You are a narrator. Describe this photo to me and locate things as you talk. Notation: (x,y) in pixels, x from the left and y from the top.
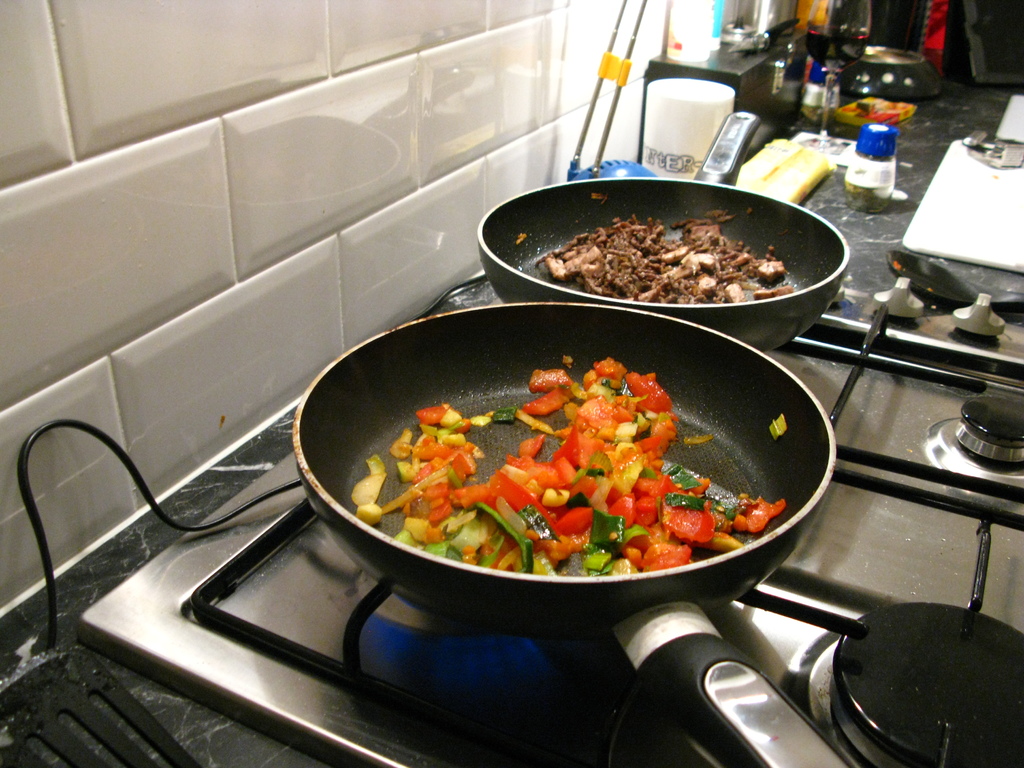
In this image, I can see the food items (569,506) in the frying pans (669,657), which are on the stove (880,518). In the background (907,261), I can see a wine glass (827,124), bottles (858,156), serving spoon (951,286) and few other things (925,84). On the left side of the image (227,223), I can see a wire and a wall (220,210).
